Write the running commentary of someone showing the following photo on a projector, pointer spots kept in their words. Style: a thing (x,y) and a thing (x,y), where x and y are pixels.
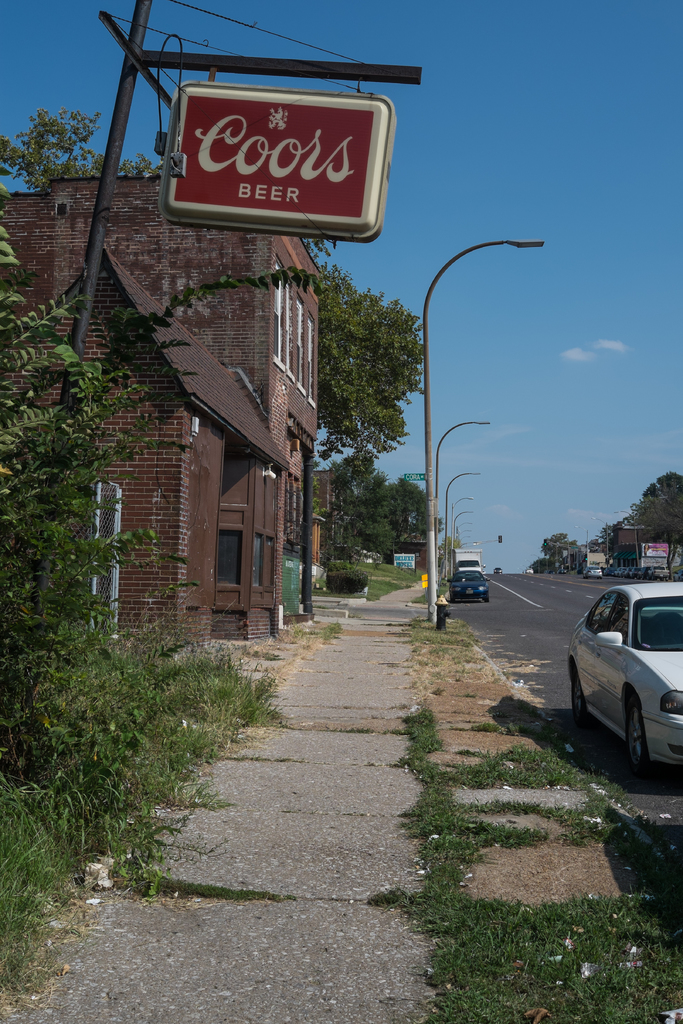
As we can see in the image there are trees (386,421), street lamps (426,450), buildings (284,368), sky (554,35) and cars (642,573).
